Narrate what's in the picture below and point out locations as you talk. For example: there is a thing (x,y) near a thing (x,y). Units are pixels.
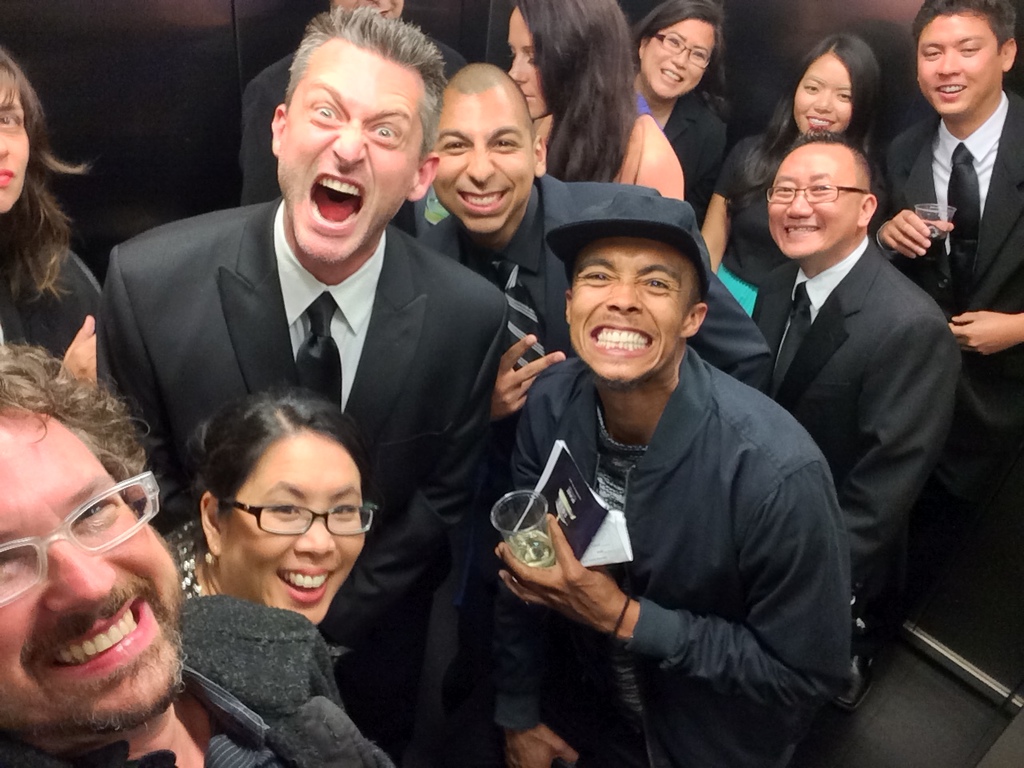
In this picture I can see group of people (758,500) smiling, there are two persons (767,511) holding glasses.
